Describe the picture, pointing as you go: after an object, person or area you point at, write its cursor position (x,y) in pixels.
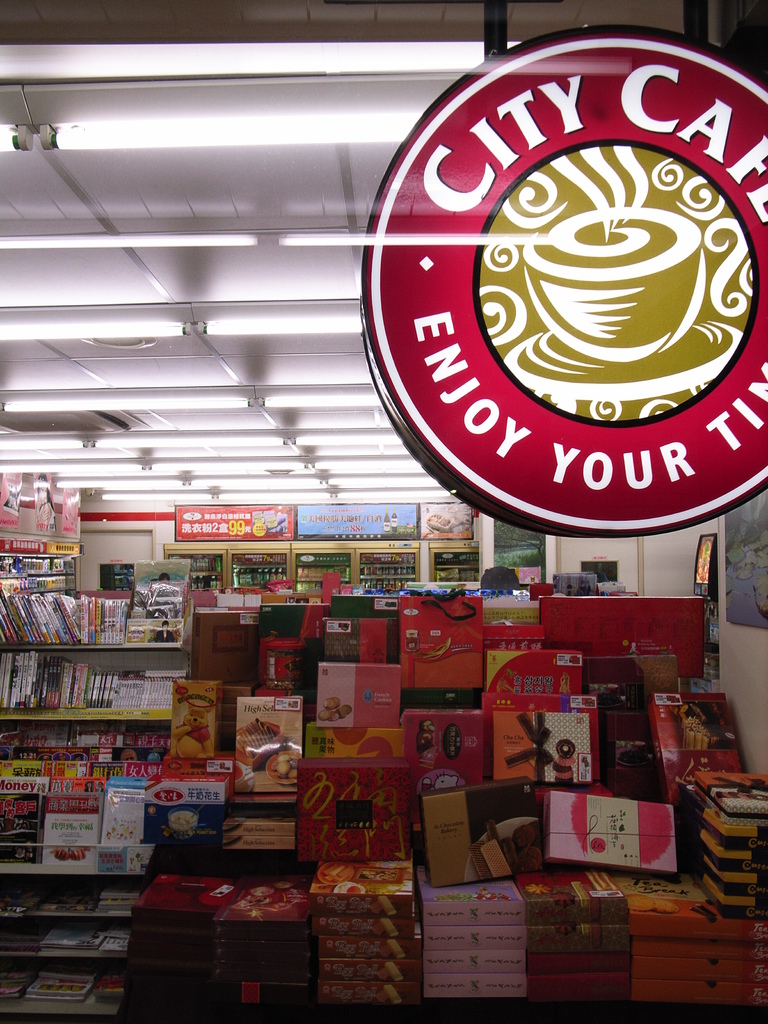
This image looks like it is clicked in a supermarket (33,511). In the front (112,846), there are many things (245,597) kept in the racks (93,714). At the top (287,327), there is a roof (102,195) along with the lights (102,329).
